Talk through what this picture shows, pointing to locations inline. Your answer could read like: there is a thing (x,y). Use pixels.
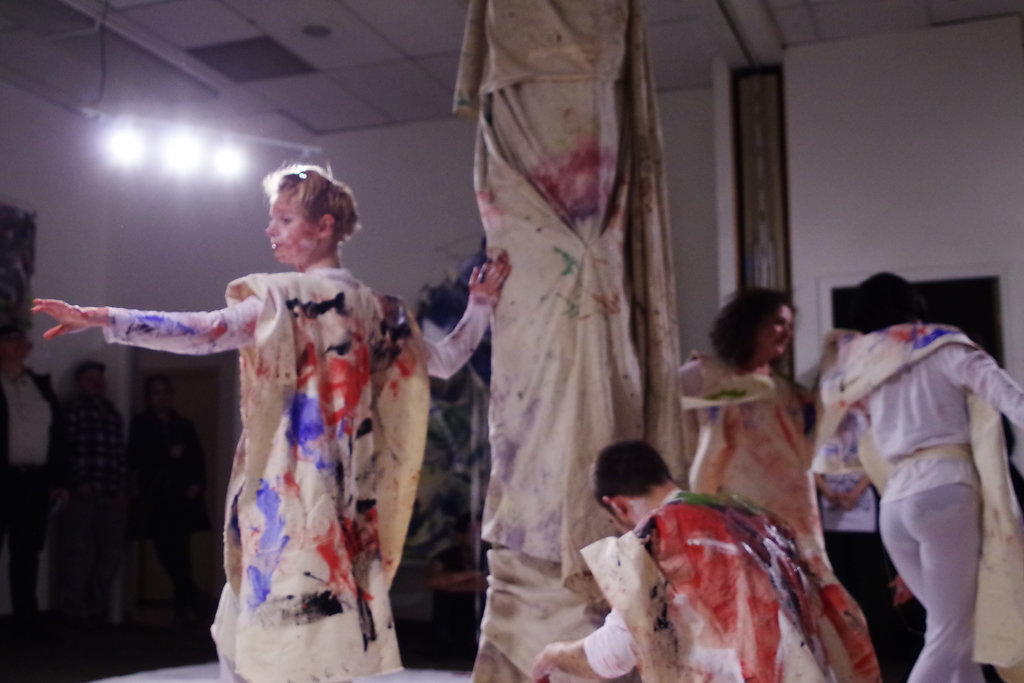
In the picture we can see four people (766,622) playing some act they are in dresses (753,623) with some colour to it and in the background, we can see three people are standing near the wall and on the top of the wall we can see some lights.
